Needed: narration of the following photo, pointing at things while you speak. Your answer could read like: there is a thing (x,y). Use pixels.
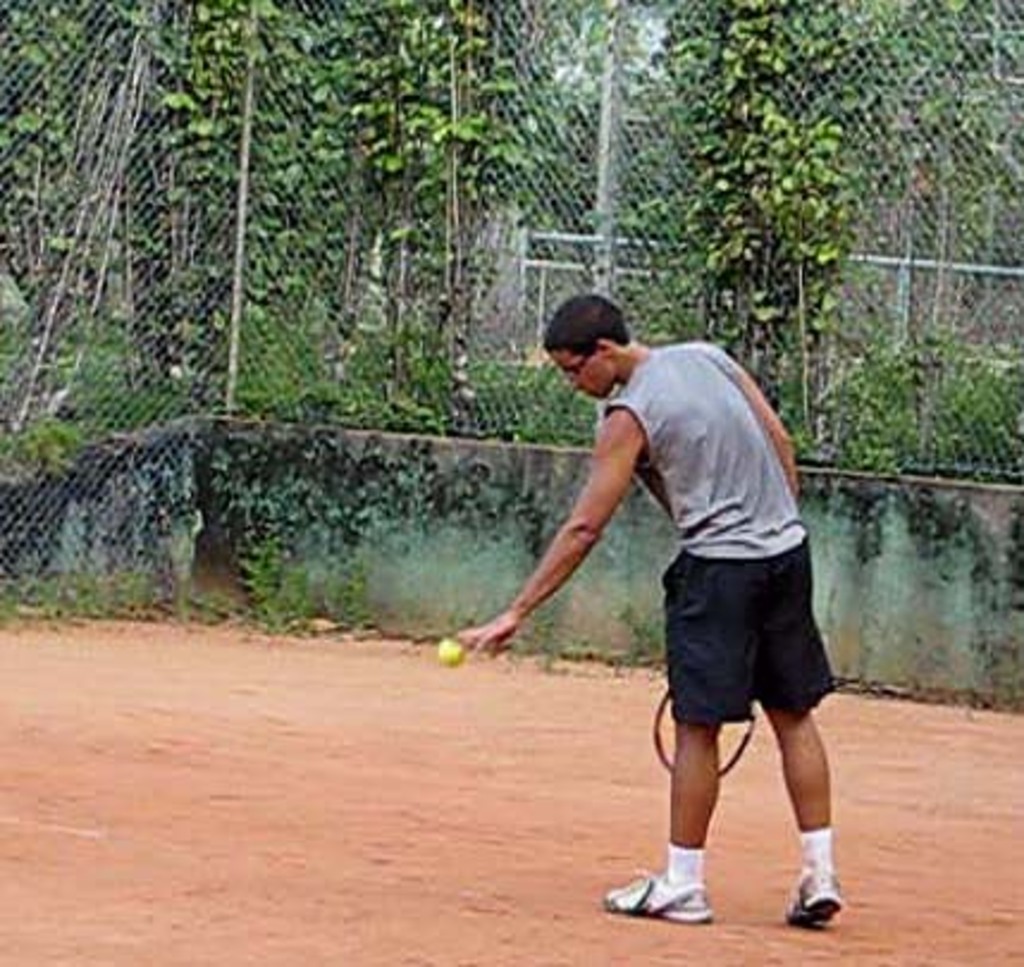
As we can see in the image there are trees (290,130), fence (310,185) and a man (697,621) holding tennis racket (727,727) and ball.
